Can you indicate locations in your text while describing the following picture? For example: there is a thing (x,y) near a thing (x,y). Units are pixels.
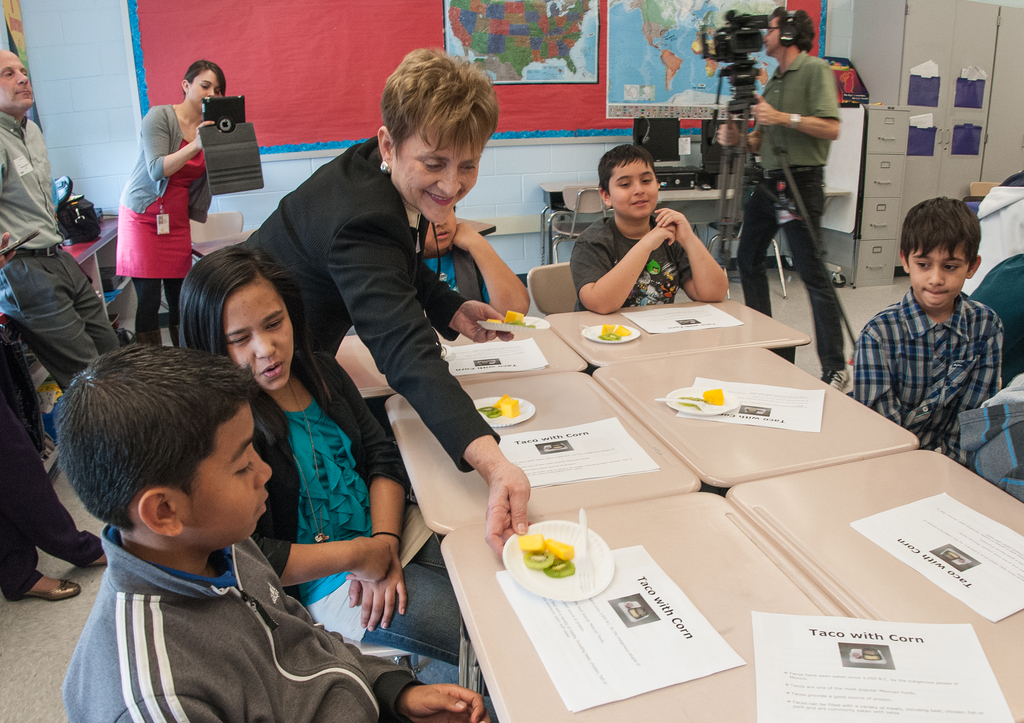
In this image, we can see a group of kids (905,395) sitting on the chair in front of the table (631,518). On the table (631,546), we can see some papers (812,414) and plate (727,412) with some food (507,399). In the middle of the image (342,270), we can see a woman (319,227) wearing a black color dress (460,398) holding plates (580,560) in her two hands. On the left side (166,256), we can see a woman (164,163) standing and holding an electronic gadget (253,143) in her hand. On the right side (823,156), we can see a man (816,197) standing in front of a camera (729,44). On the left side (80,328), we can see a man (81,313) is standing on the floor (81,599). In the background (331,21), we can see a board (398,31), on the board (385,27), we can see some pictures (643,13) are attached to it. In the background (868,52), we can see a shelf (910,161) and some papers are attached to it.
